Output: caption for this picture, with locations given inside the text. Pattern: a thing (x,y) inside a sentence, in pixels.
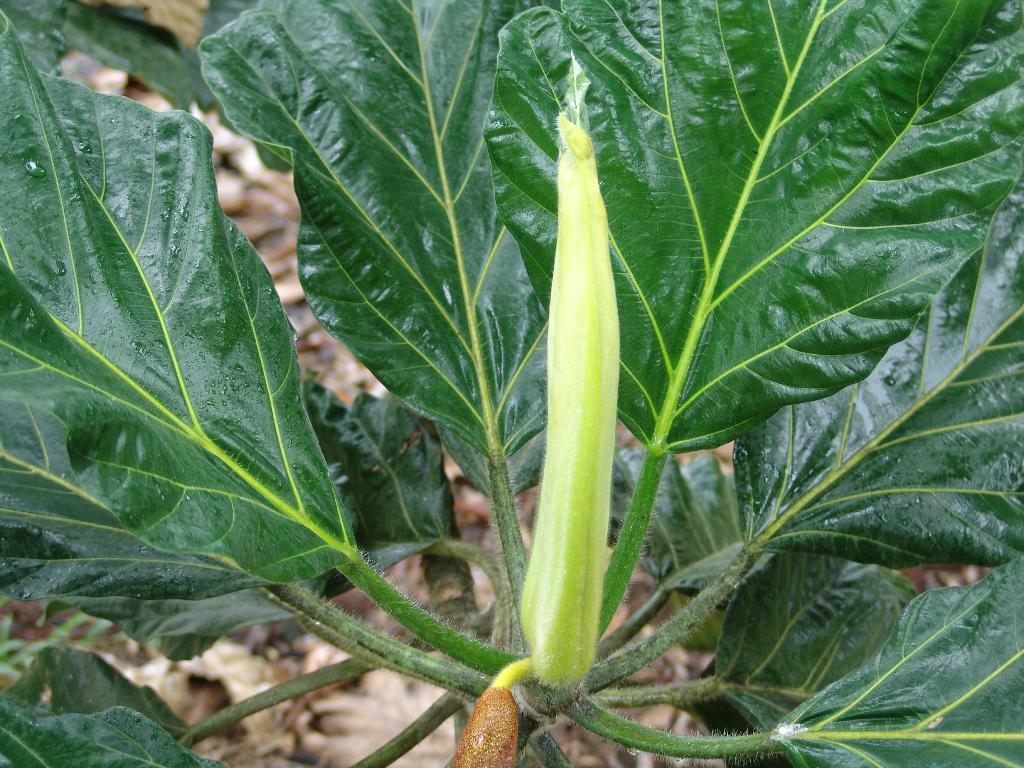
As we can see in the image there is a plant (395,240).
